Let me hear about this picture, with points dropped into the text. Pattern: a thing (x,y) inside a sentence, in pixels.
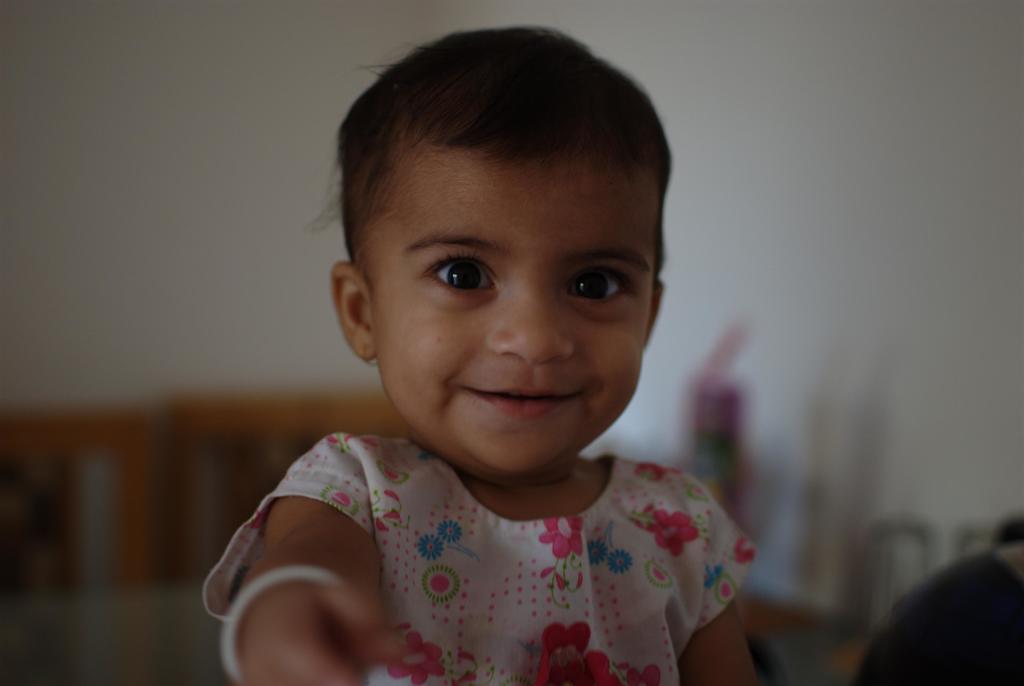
In this image, I can see a baby girl (452,550) smiling. The background (174,185) looks blurry.
